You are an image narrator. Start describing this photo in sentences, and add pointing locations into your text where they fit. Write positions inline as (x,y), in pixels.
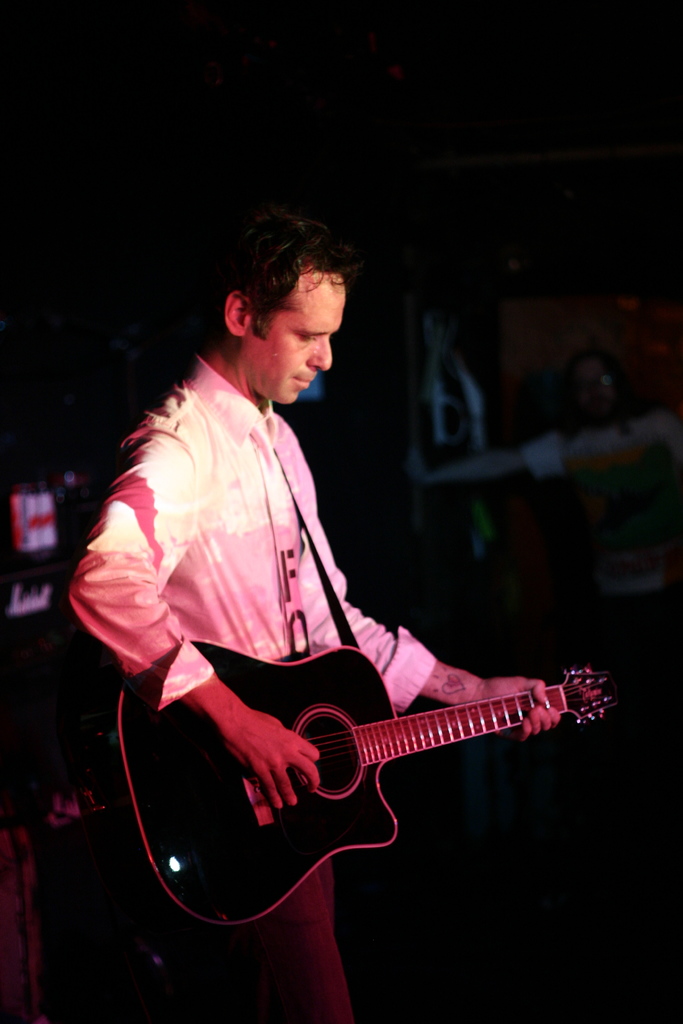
This is a picture of a man (195,560) holding a guitar (234,799). Background of the man (221,629) is in black color and a person (600,497) is standing on the floor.
